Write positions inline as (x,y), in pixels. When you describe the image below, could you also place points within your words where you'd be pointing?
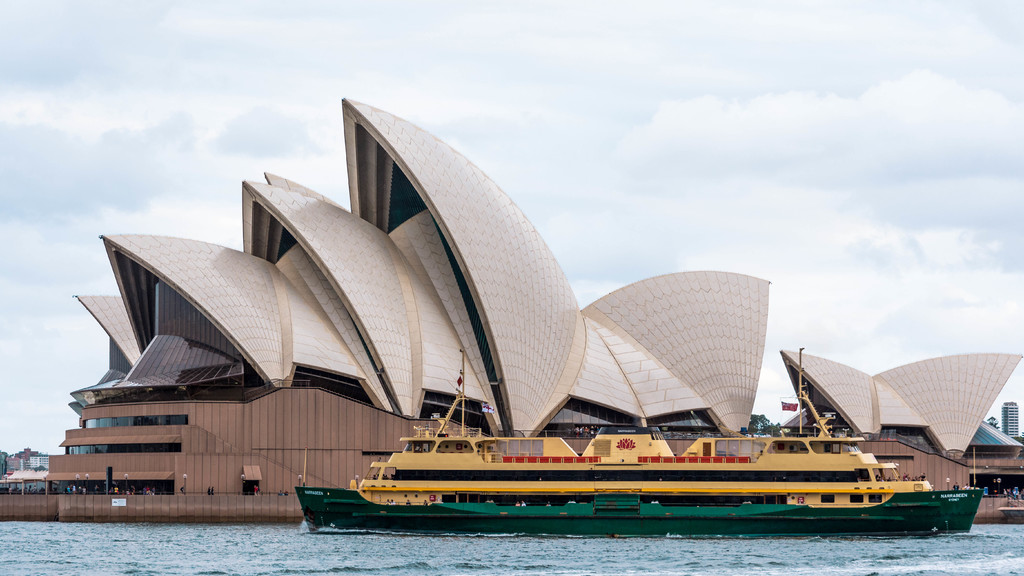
In this image we can see a ship (513,454) on the water (479,539). In the back (199,424) there is a building (230,390). In the background (316,150) there is sky (227,106) with clouds (223,117).
